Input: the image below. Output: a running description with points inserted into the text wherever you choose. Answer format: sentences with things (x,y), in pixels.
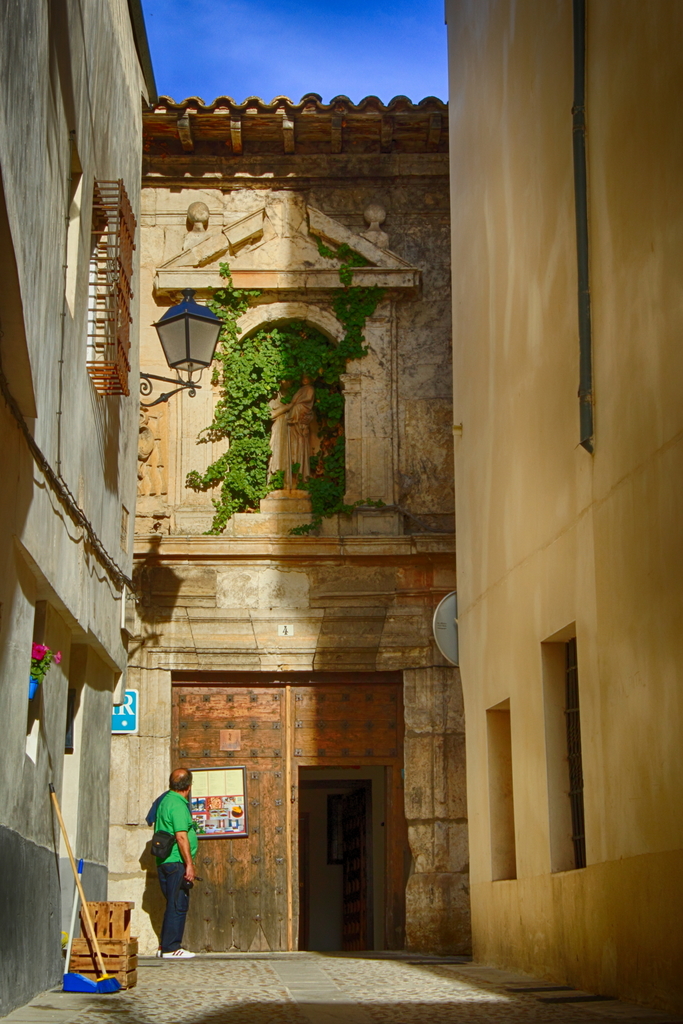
In this picture there are buildings (419,648) and there is a man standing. At the back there are boards (130,692) on the wall (328,215) and there is text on the board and there is a creeper (349,267) and there is a light (186,291) on the wall (222,244). In the foreground (68,964) there are wooden objects (137,962) and there are brushes (68,949) and there is a flower pot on the wall (24,776). On the right side of the image (591,322) there is a pipe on the wall (568,777). At the top (268,63) there is sky (386,27) and there are roof tiles (189,107) on the top of the building (336,206). There is a sculpture (296,494) on the wall (303,554). At the bottom (300,981) there is a road (243,990).
